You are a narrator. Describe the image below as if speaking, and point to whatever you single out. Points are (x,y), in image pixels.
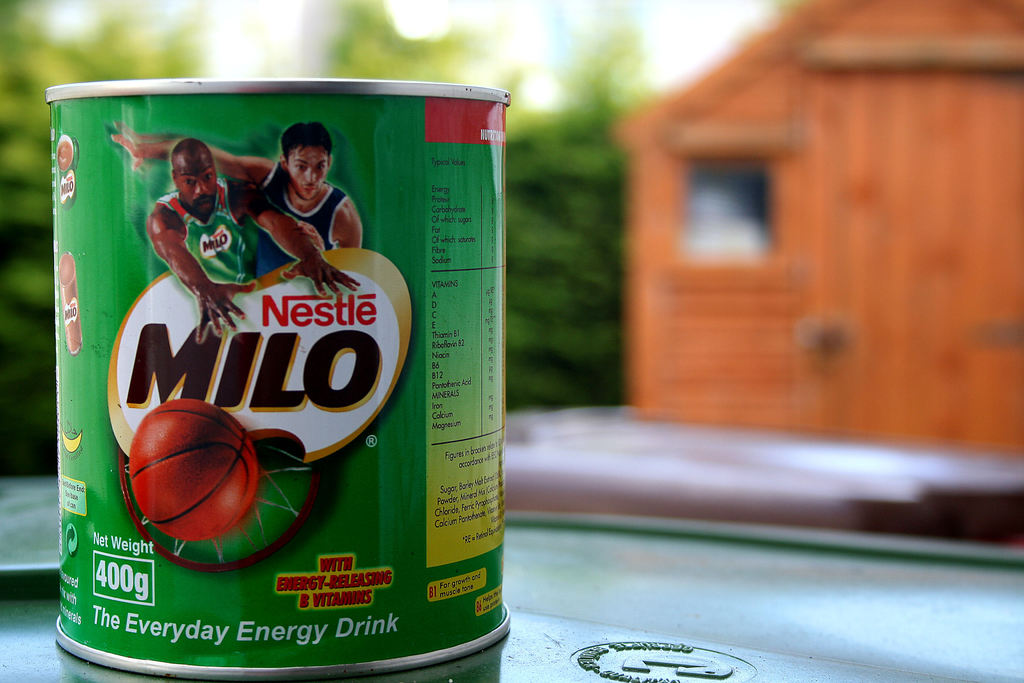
In this image we can see a tin (453,467) with some text (488,495) and picture (173,230) and the tin (380,671) is placed on a surface (887,596) which looks like a table (710,677) and in the background (23,77), we can see some trees (593,251) and the image is blurred.
